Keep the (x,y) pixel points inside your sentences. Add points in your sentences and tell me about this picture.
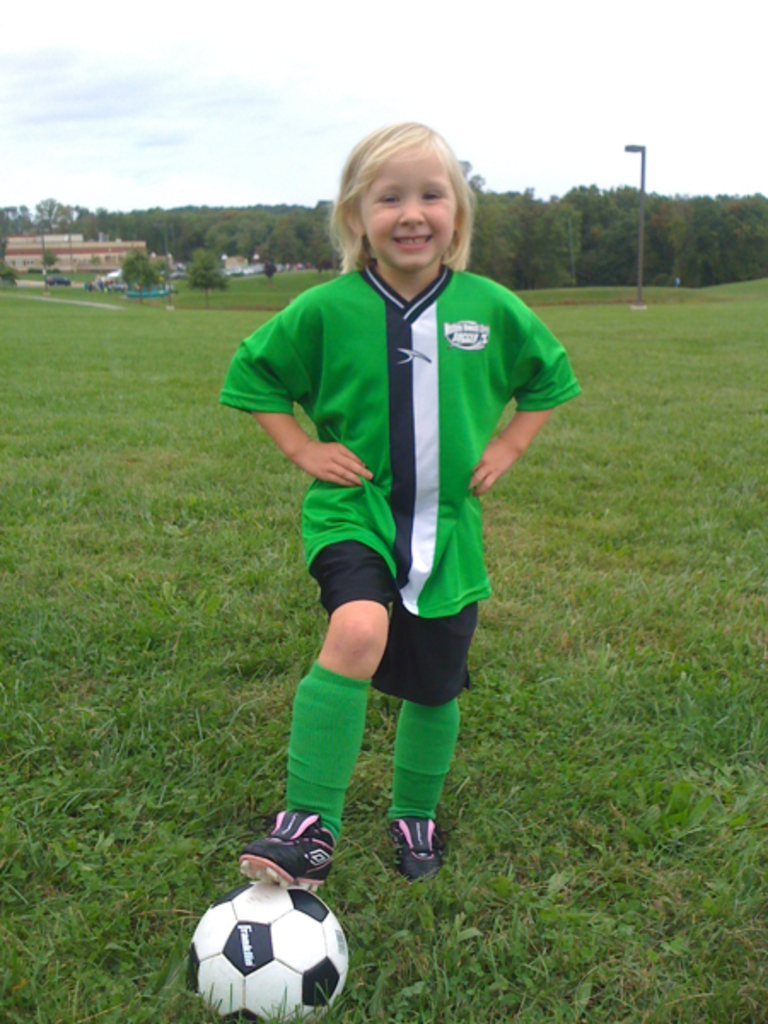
In this picture we can see a small girl (310,361) wearing green color t-shirt (429,538) and black shorts (395,600) standing with the football (263,968), smiling and giving a pose into the camera. Behind there are some trees (148,240) and houses (8,258).
